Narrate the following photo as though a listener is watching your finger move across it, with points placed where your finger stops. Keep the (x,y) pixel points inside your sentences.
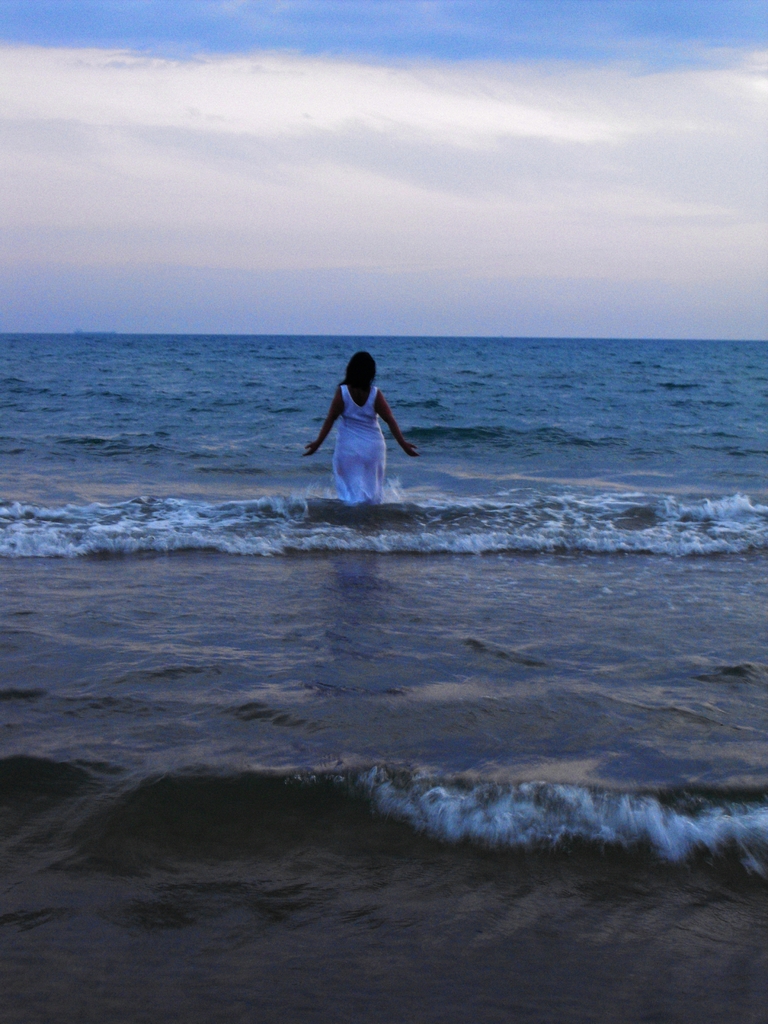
In this image we can see a lady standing in the ocean (421,426), also we can see the sky (471,206).
